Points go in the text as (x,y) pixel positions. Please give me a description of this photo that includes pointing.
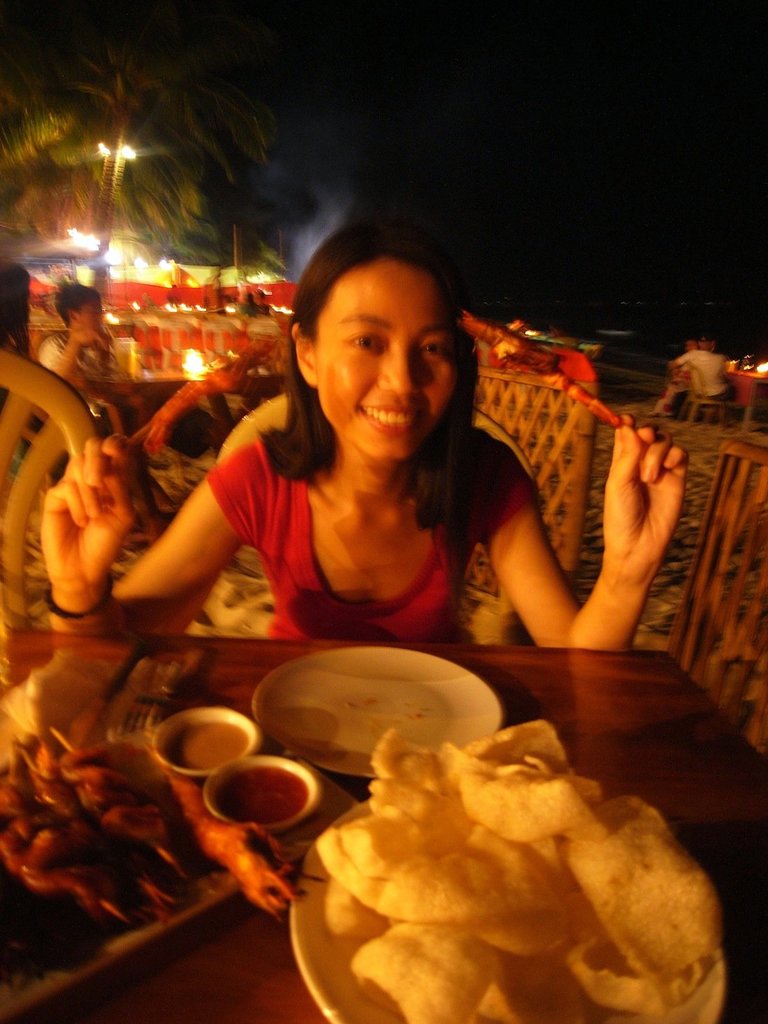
In this image there is a woman (473,542) sitting on a chair (476,572). In front of her there is a wooden table (612,737). There are plates (305,879) and bowls (277,763) on the table (262,750). There is food (247,847) in the bowls (247,739) and on the plates (322,756). She is holding food (169,412) in her hand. She is smiling. Behind her there are many people (677,388) sitting on the chairs (149,358) at the tables (183,337). In the top (91,159) there are trees (91,159) and lights (166,267). At the top (545,174) it is dark.
